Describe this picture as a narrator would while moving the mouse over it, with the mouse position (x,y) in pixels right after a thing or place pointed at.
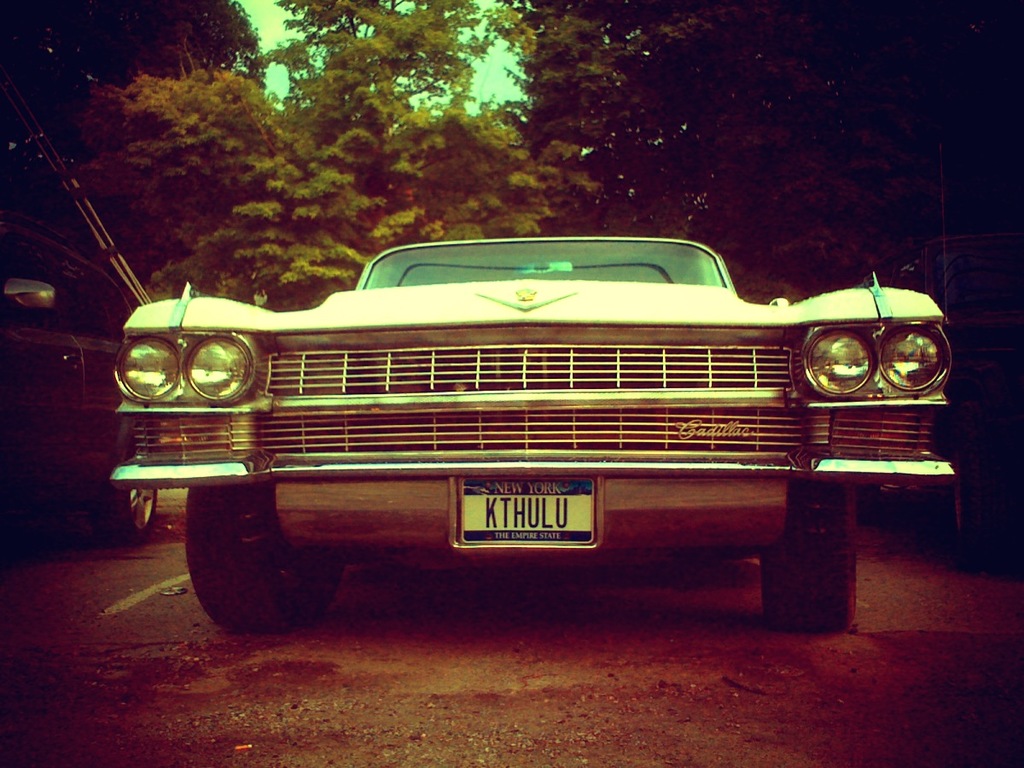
In this image there is a car (374,425) on a road (512,609), in the background (833,15) there are trees (89,117).
